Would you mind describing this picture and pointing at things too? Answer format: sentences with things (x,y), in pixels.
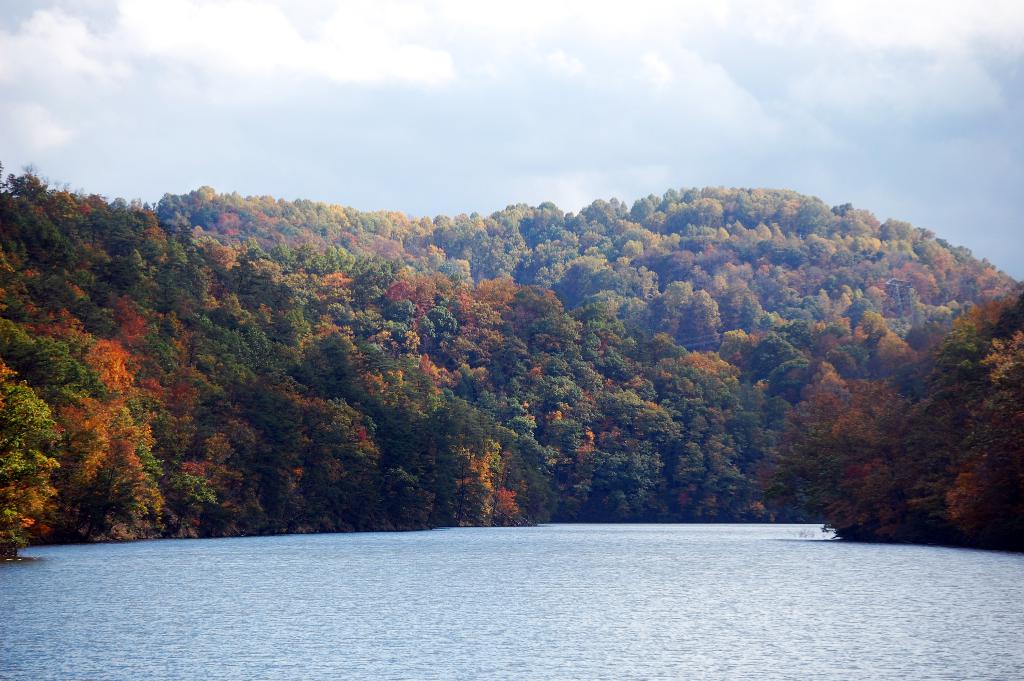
In this image we can see some trees (609,354), the river (731,573), and the sky (616,128).
